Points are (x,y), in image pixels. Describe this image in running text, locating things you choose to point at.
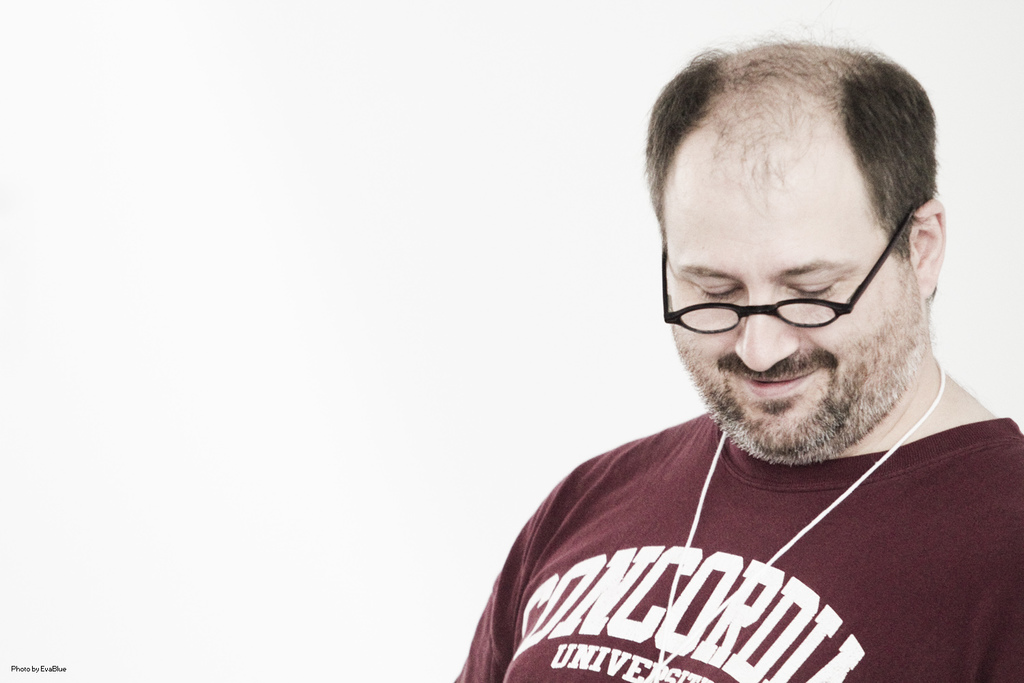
In the image we can see there is a man (837,351) standing and he is wearing spectacles (800,302).
